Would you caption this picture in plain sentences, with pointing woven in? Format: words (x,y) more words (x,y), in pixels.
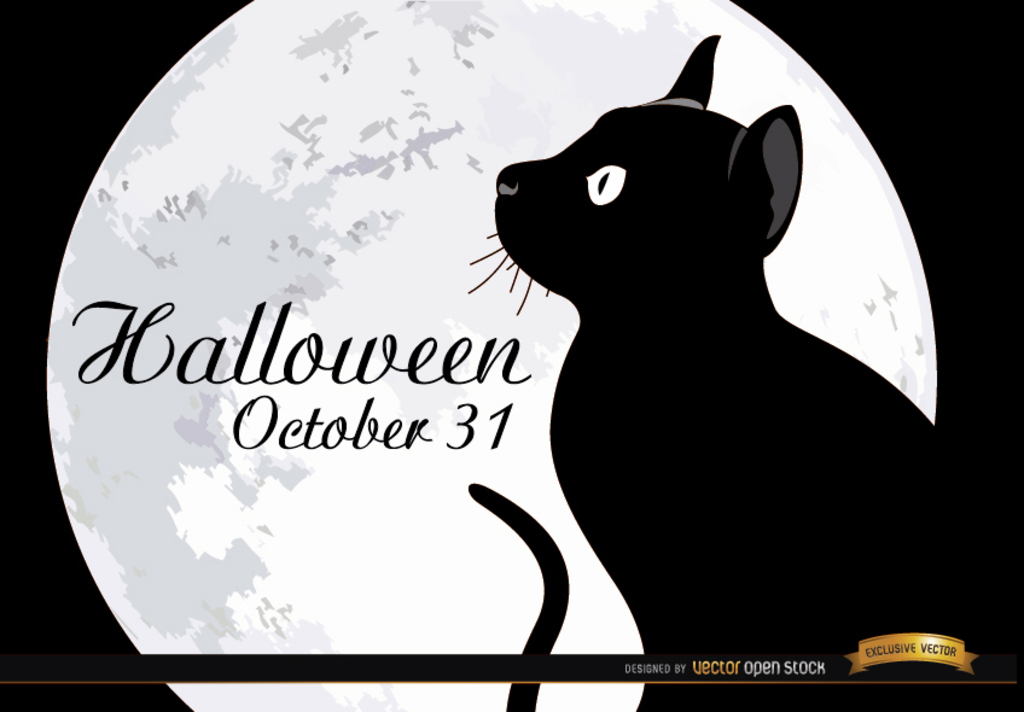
In this image we can see text (412,344) and cat (779,427). Behind the cat (655,414) moon (335,105) is there. Right bottom of the image (784,678) watermark (761,676) is present.
